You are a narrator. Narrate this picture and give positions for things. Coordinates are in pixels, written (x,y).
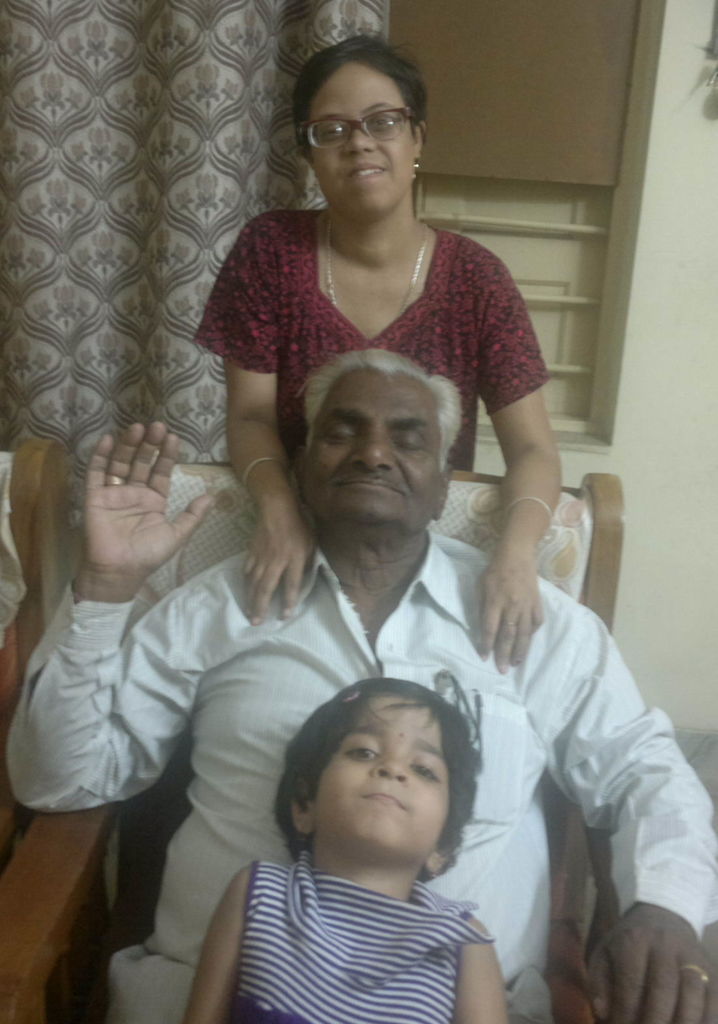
In this image we can see a man (295,625) sitting on a chair (25,521). We can also see a child (323,808) and a woman (264,451). On the backside (478,416) we can see a window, wall (705,427) and a curtain (204,283).
